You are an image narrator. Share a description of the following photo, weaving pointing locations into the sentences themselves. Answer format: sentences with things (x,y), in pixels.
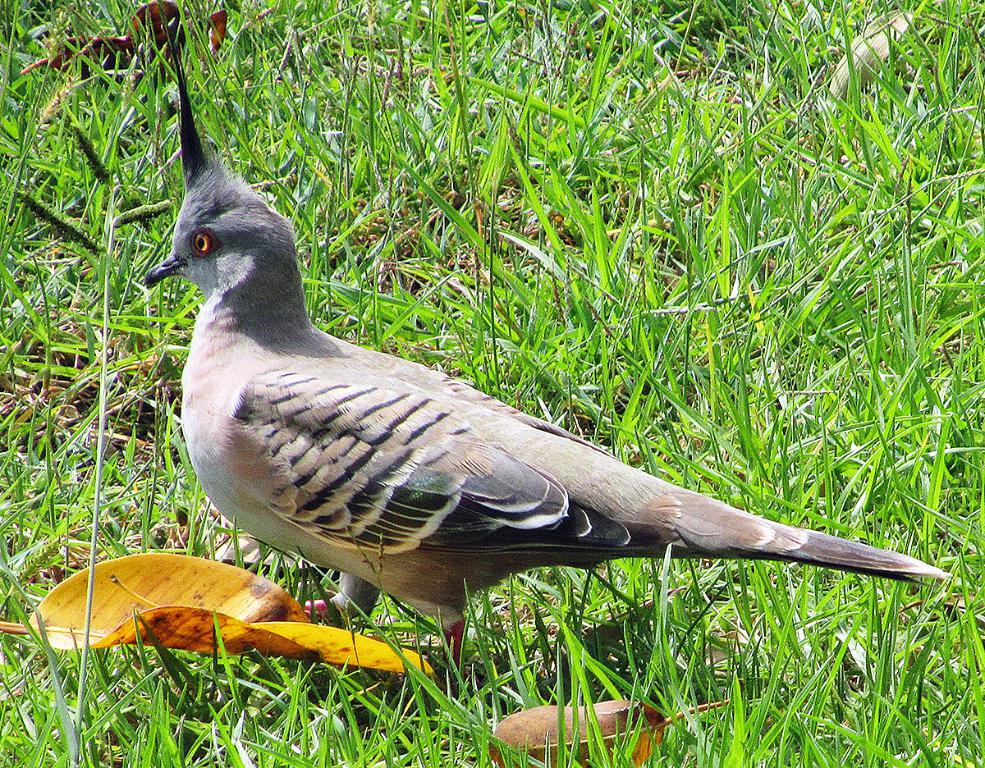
This image is taken outdoors. At the bottom of the image (692,660) there is a ground (787,297) with grass (397,254) on it. In the middle of the image (344,436) there is a bird (451,567) on the ground (157,229) and there is a leaf (585,714).
